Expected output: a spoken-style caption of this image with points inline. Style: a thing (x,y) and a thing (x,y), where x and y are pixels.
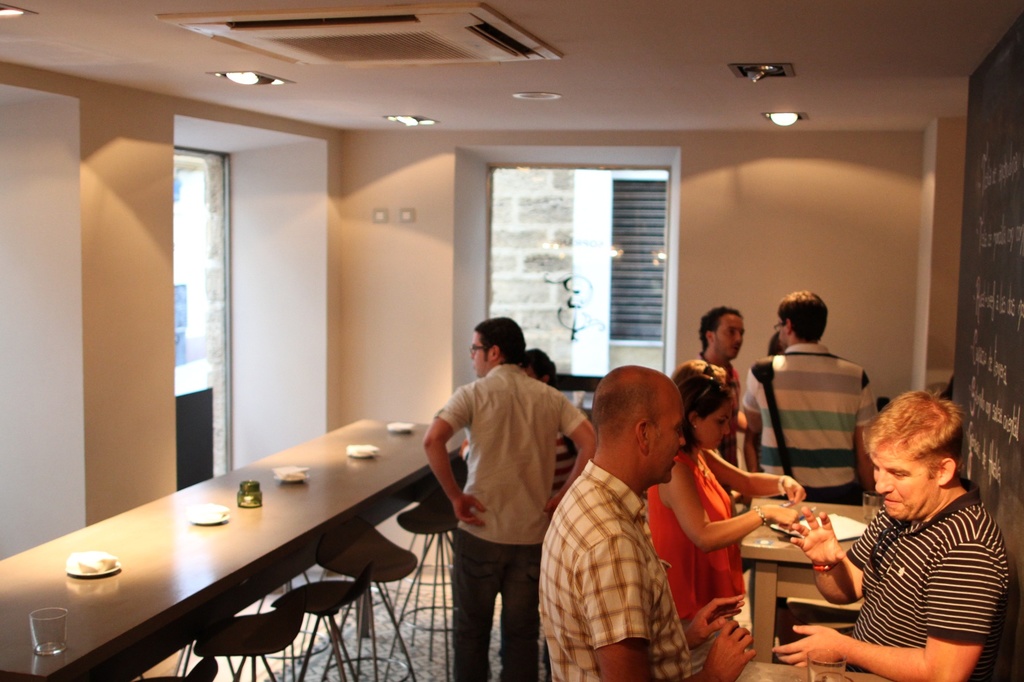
In this image there are seven persons (684,462) in the room (640,503). There is a glass (41,622), plate (81,572), tissue (94,558) on the table (207,587). There are chairs (370,561) and a floor mat (419,648). At the background (605,293) there is a wall (739,231) and a glass window (559,244). On the right side (838,385) the person (811,394) is wearing a bag (767,374). At the top of the room (770,89) there is a light (779,117) and AC (427,49).
